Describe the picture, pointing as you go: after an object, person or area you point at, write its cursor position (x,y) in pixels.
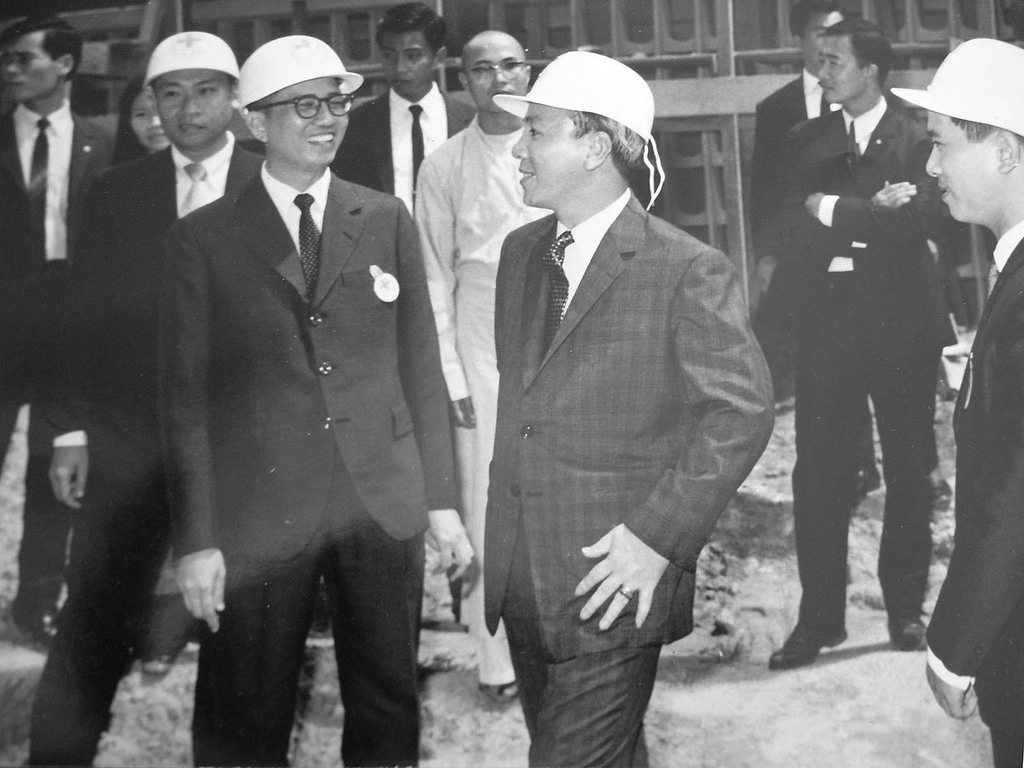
It is a black and white picture. In the center of the image (363,262) we can see a few people (390,154) are standing and they are in different costumes (313,286). Among them, we can see a few people (640,257) are smiling and a few people (700,274) are wearing caps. In the background (690,179), we can see a few other objects (458,68).
